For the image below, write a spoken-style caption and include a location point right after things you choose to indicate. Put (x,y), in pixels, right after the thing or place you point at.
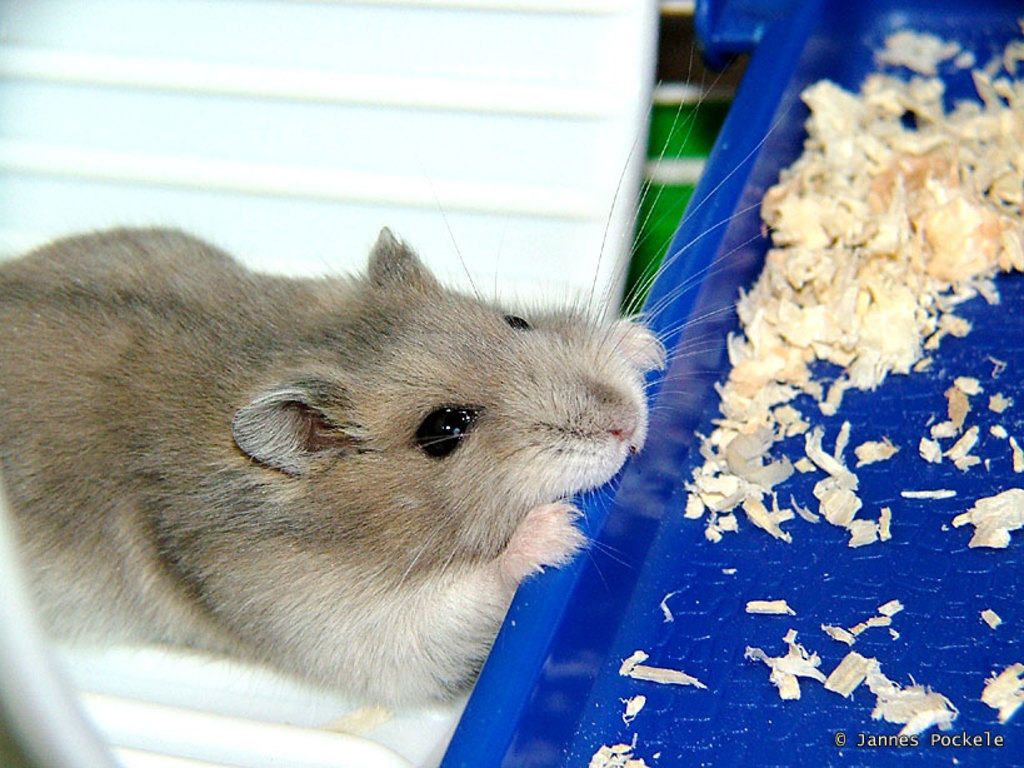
In this picture I can observe a hamster (312,377) which is in brown color. There is some wood shavings (854,264) in the blue color tray (692,365). The background (150,124) is in pale blue color.
